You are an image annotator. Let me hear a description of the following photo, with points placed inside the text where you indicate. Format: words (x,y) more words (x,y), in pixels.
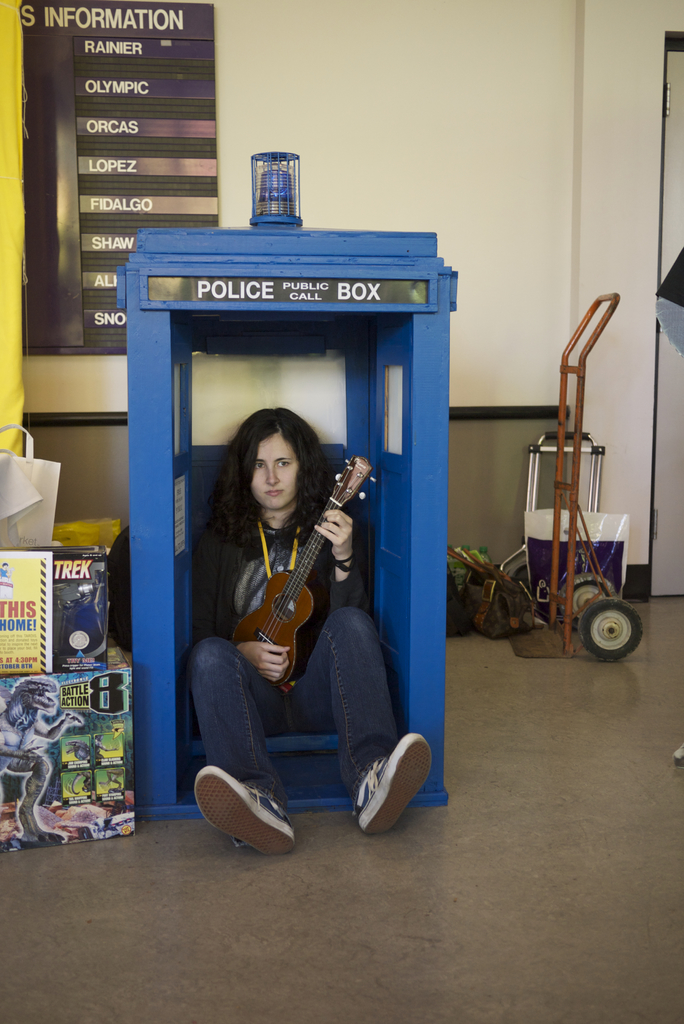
A woman (234,709) holding a small guitar (287,577) is sitting inside a blue box (245,325). Beside her there is another boxes (58,667). In the right side (565,570) there is a packet (617,531), some other items (558,597). In the background (432,117) there is a wall (412,110) and a notice (110,135).
